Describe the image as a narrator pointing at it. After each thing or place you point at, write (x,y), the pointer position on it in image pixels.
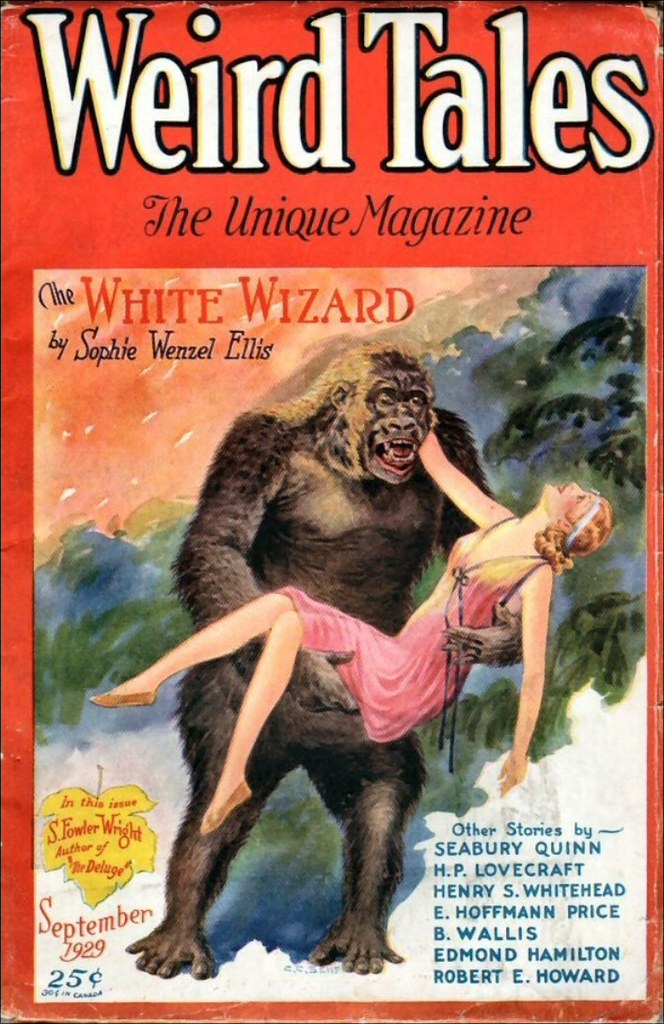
In this image we can see a poster (415,804). On this poster (588,628) we can see picture of an ape (371,888) holding a woman (364,676) and something is written on it.
